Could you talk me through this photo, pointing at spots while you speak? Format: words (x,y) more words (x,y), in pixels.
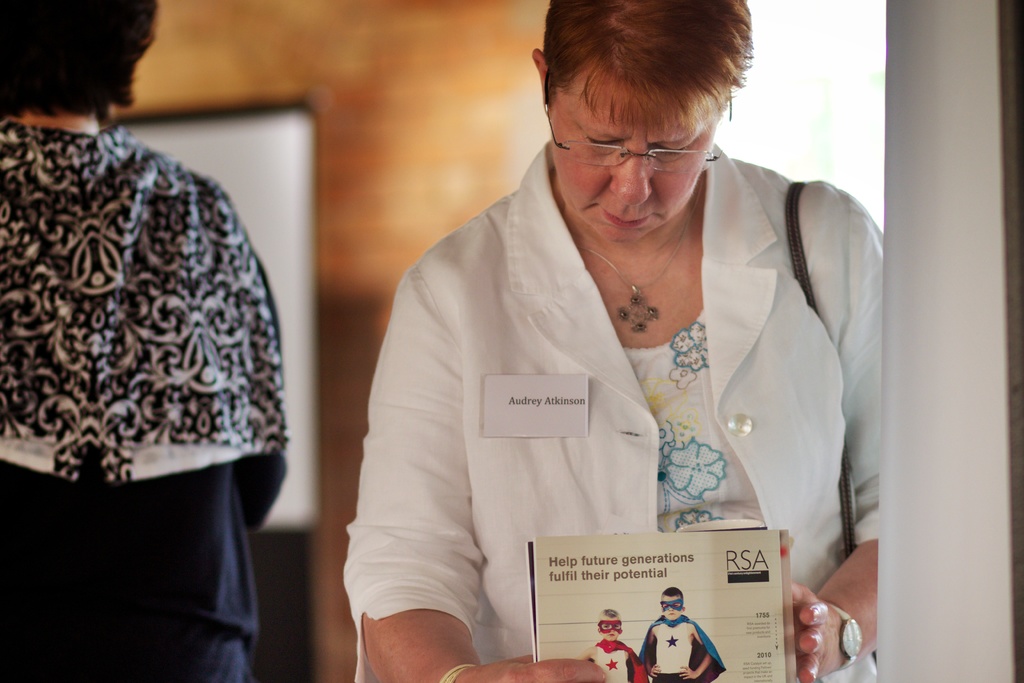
In this picture there is a woman (676,24) who is wearing white dress (810,349), spectacle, bag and watch (854,657). She is holding the books (622,590). On the left (11,58) there is another woman (221,344) who is wearing blue dress (99,534) standing near to the board (234,190).
